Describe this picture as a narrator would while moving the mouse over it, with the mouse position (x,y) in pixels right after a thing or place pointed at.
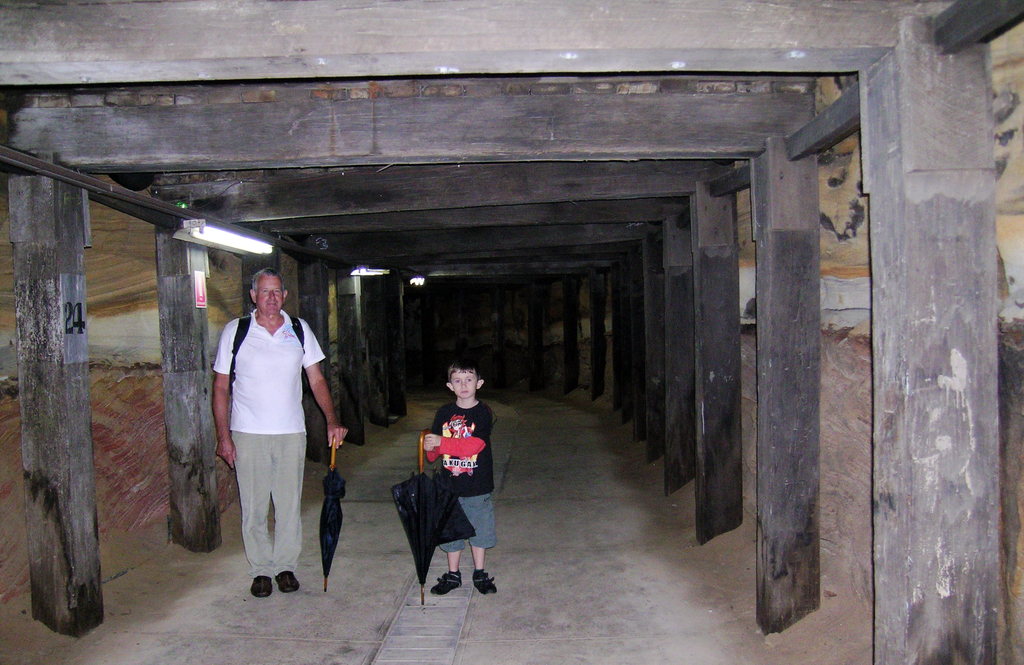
In this image we can see a man (280,427) and a boy (470,427). We can also see that both of them are holding an umbrella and the man (243,424) is also wearing a bag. In the background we can see 3 tube lights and we can also see that there is a pillar (32,344) on which it says number 24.
